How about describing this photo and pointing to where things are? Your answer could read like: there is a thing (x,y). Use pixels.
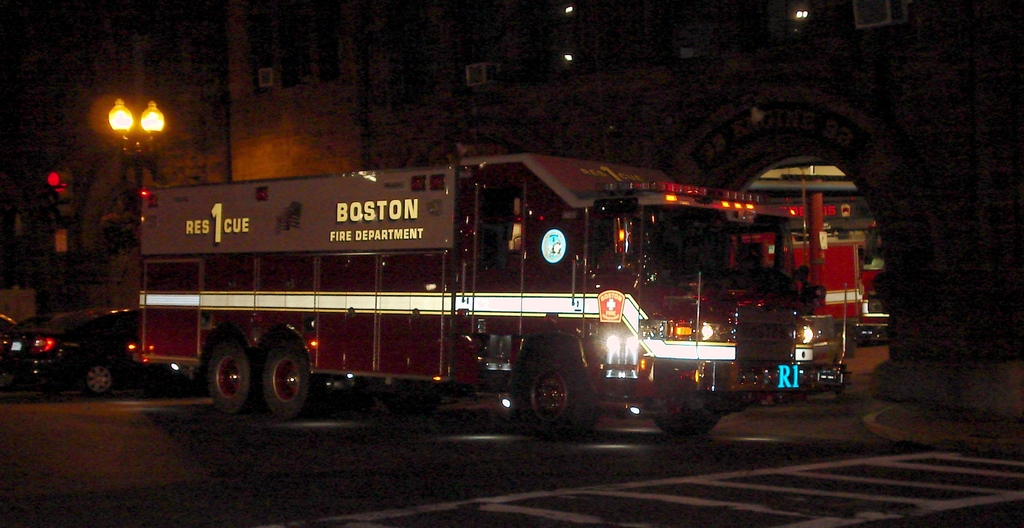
In this picture we can see vehicles (335,328) on the road (584,467) and in the background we can see buildings (1022,28), lights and some objects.
